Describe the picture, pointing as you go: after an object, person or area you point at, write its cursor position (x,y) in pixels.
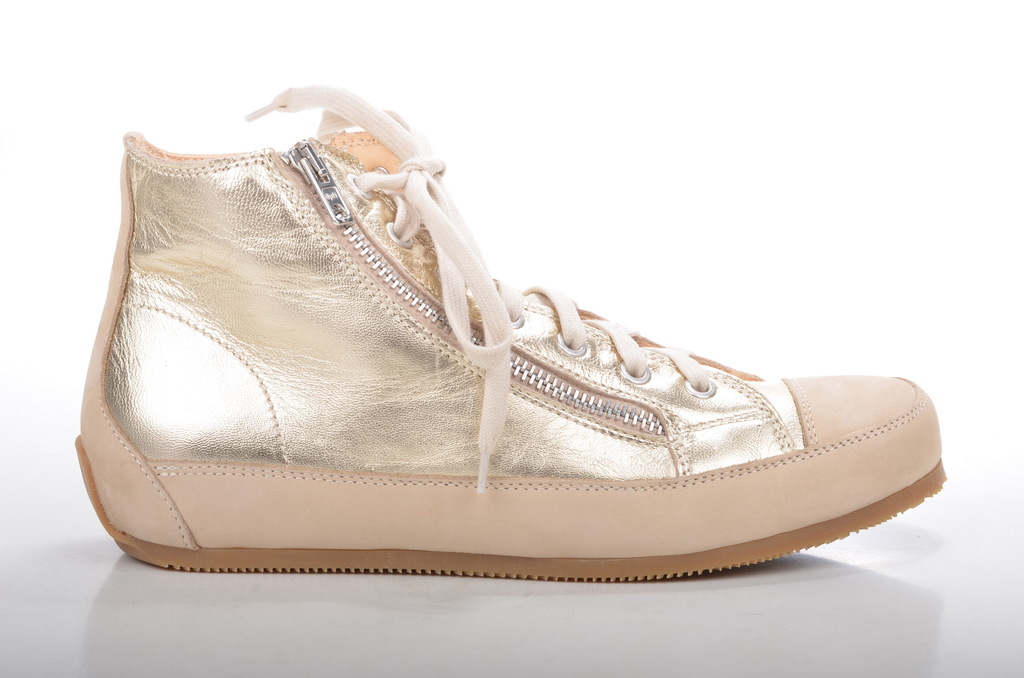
In this image there is a shoe (391,248).
